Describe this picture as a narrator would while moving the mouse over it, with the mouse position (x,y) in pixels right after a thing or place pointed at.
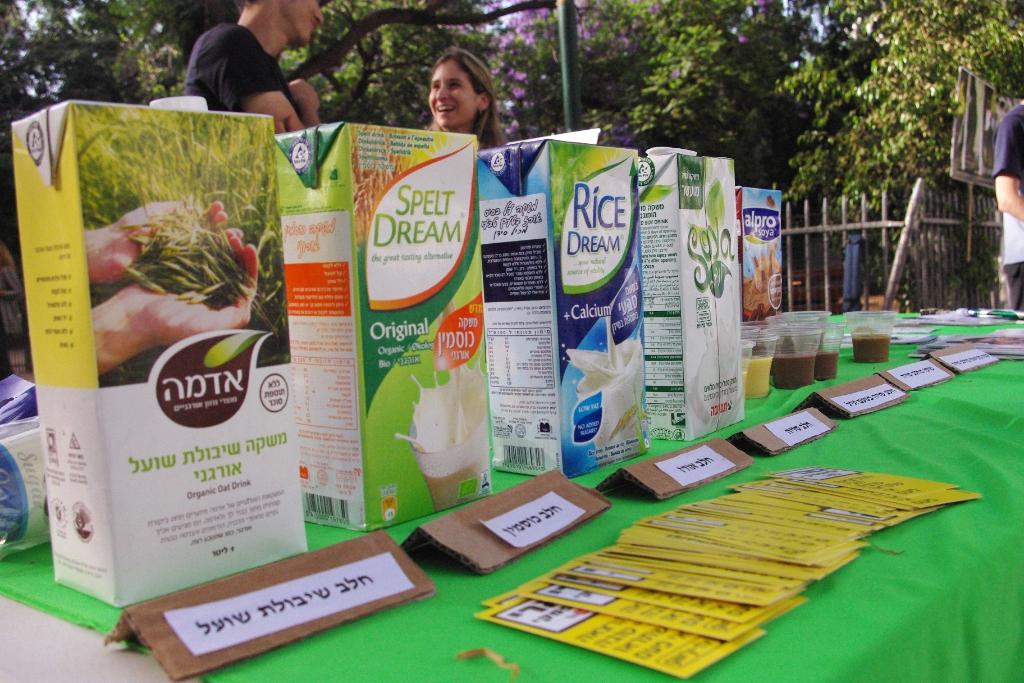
In this image, we can see there are bottles (726,339), glasses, name boards (463,557), brochures (660,561) and other objects (1017,315) arranged on a green colored cloth (974,577) which is on a table (145,660). In the background (214,51), there are three persons (271,40), trees (172,0) and a fence (897,274).
